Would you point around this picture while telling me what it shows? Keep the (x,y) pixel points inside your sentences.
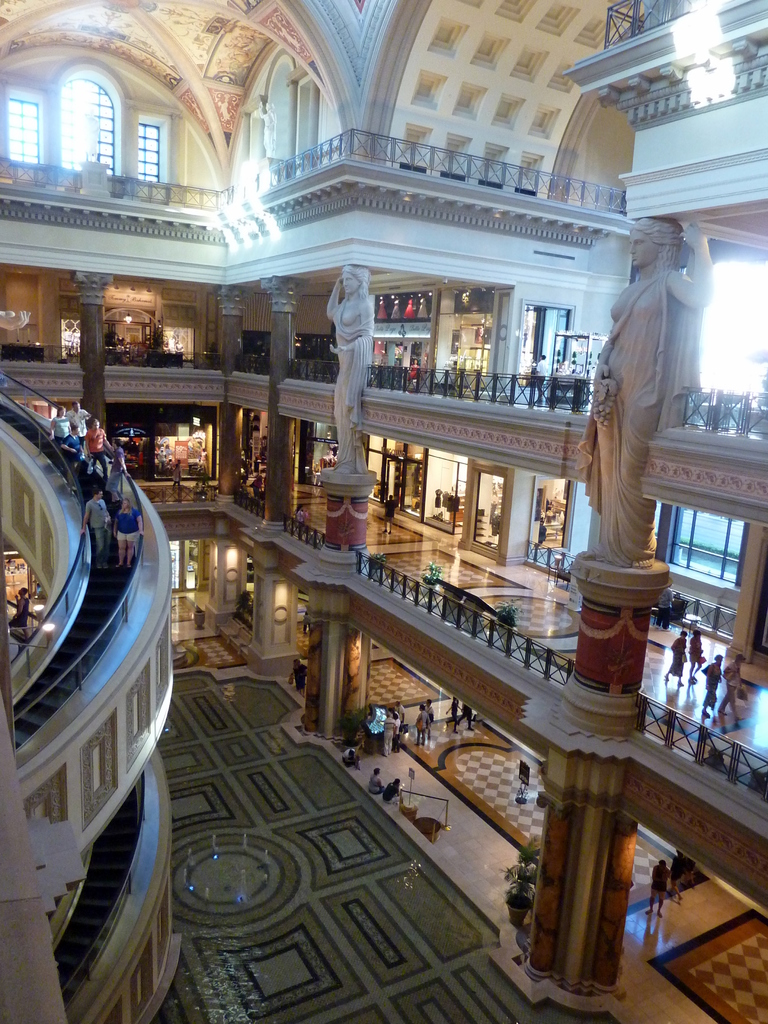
In this image, we can see an inside view of a building (562,204). There are persons (117,458) on the left side of the image (121,511) standing on the escalator (106,582).
